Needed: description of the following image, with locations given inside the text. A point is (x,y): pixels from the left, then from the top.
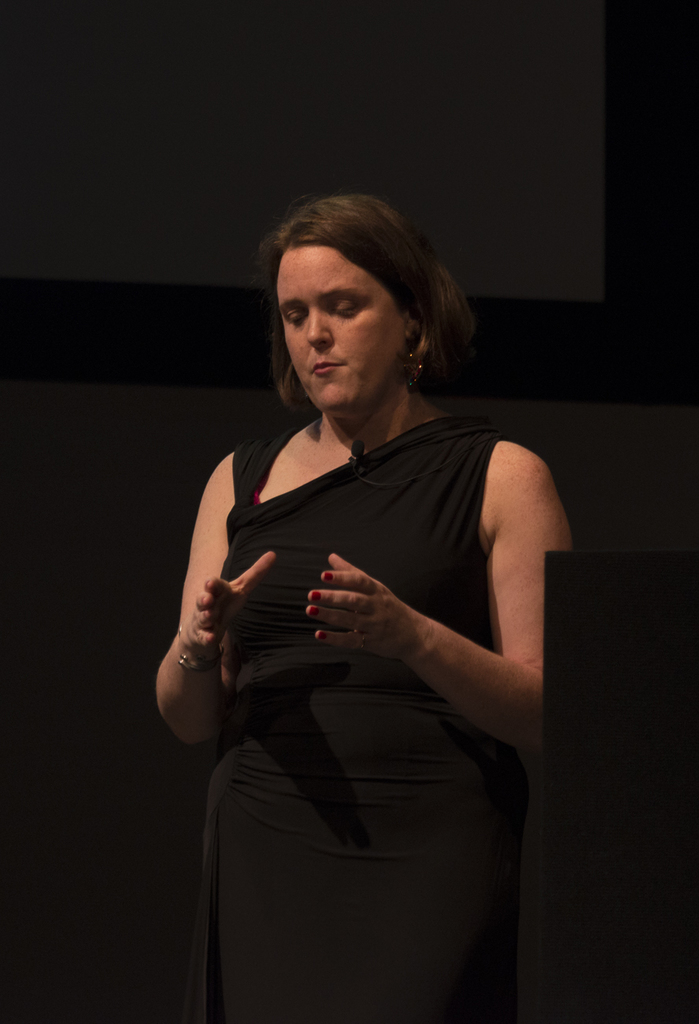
In the center of the image (385,494) a lady (423,502) is standing. At the top of the image (452,168) a board (439,234) is there. In the middle of the image (245,426) a wall (33,561) is present.
